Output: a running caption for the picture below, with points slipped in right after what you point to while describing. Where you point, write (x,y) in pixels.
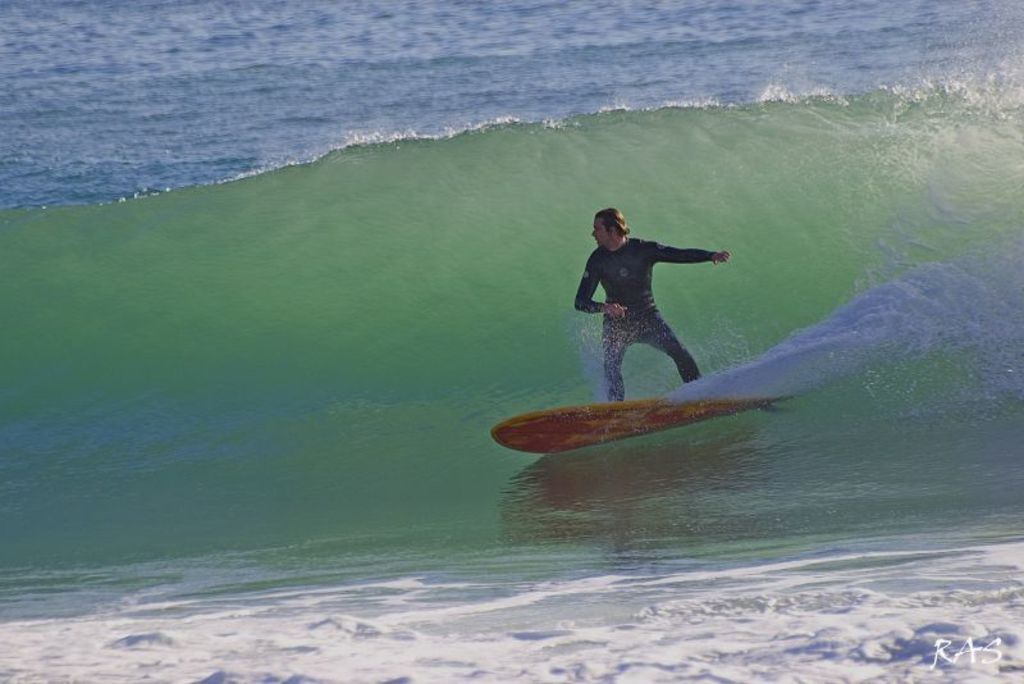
In the foreground (759,246) I can see a person (692,360) is surfing in the ocean (551,406). This image is taken may be in the ocean (596,82) during a day.
